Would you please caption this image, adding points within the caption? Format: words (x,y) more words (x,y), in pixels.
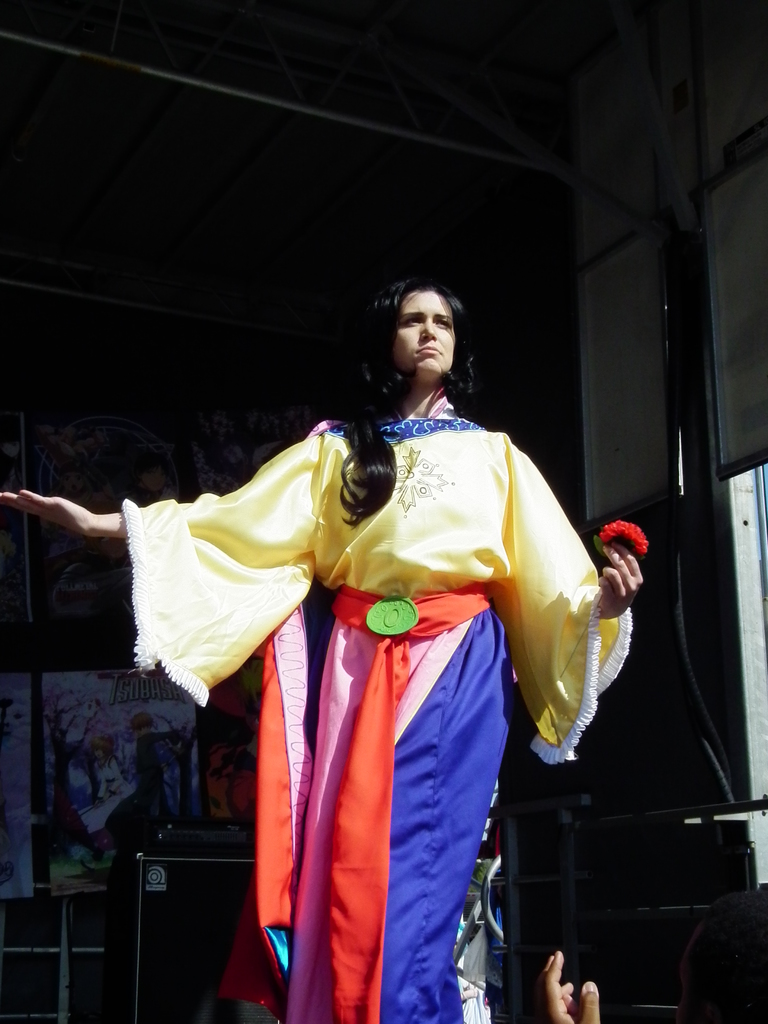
In this picture there is a woman (320,611) standing and holding the flower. At the back (149,895) there are boards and there is painting (93,839) on the boards (60,815) and there is a pipe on the wall (536,833) and there is a speaker (186,957) and there is a railing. At the bottom right (755,979) there is a person (729,963).
